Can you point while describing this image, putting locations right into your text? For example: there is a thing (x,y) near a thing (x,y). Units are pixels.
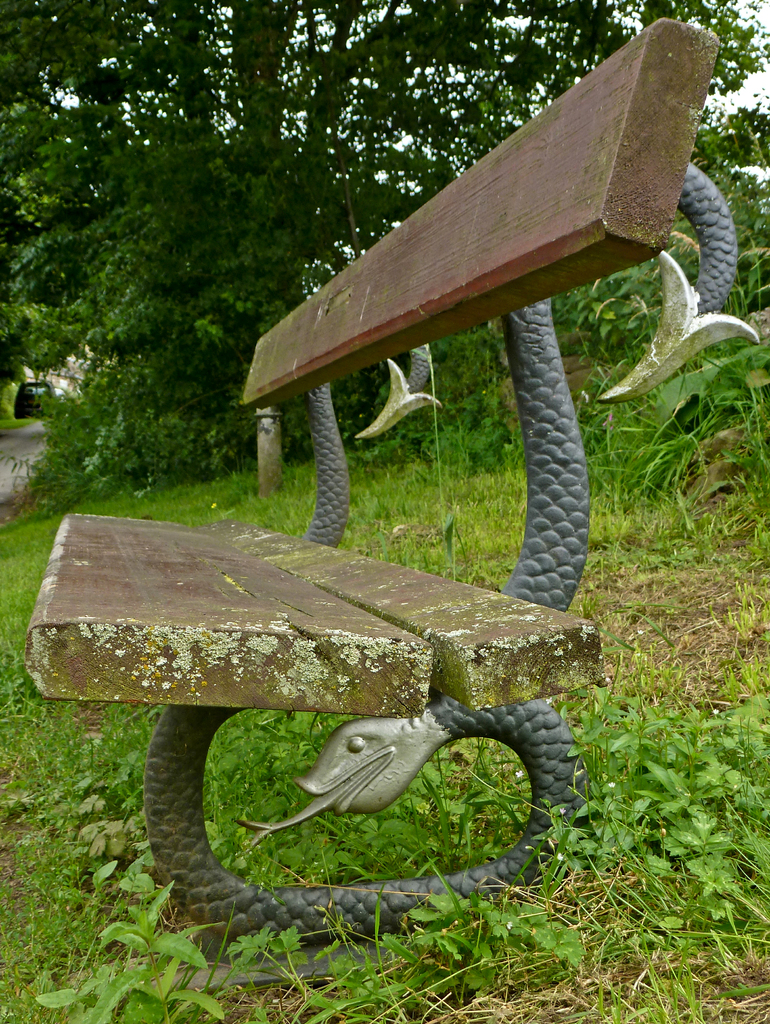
In this image, we can see a bench (322,589). We can see the ground (648,628) with an object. We can see some grass (648,615), plants (212,456) and trees (207,215). We can also see the sky (731,99).
